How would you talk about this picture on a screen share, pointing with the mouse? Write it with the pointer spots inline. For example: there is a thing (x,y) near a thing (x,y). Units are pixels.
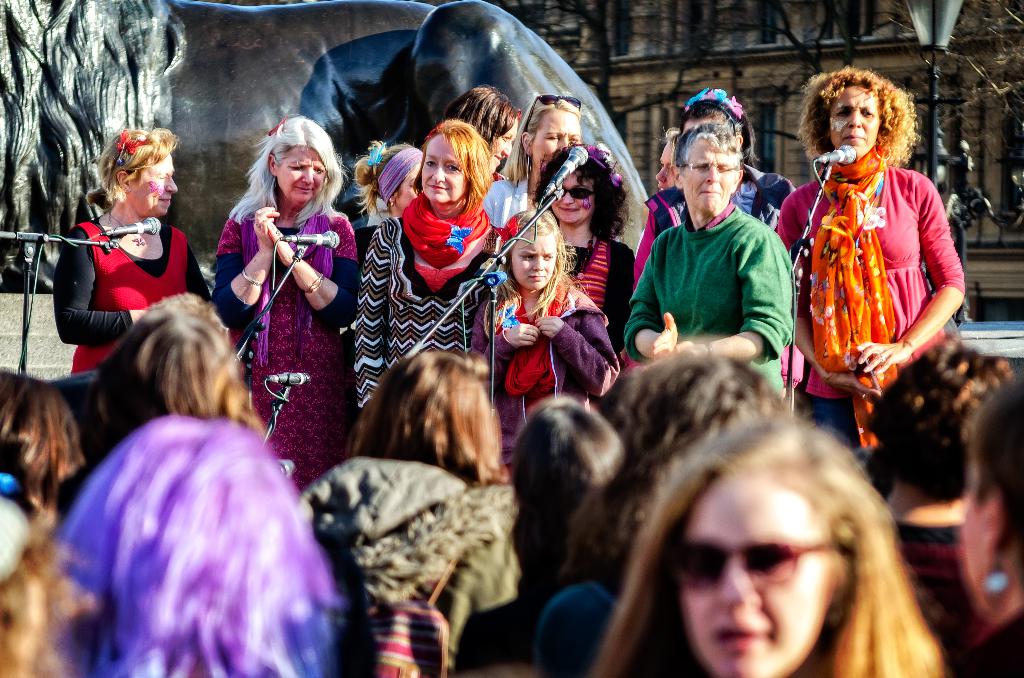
In this image I can see at the back side (240,139) it looks like a statue (314,53) of an animal (324,55). In the middle (476,332) a group of women (719,134) are standing and smiling and there are microphones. On the right side (923,83) there is the lamp (948,40) and a building (785,79).
